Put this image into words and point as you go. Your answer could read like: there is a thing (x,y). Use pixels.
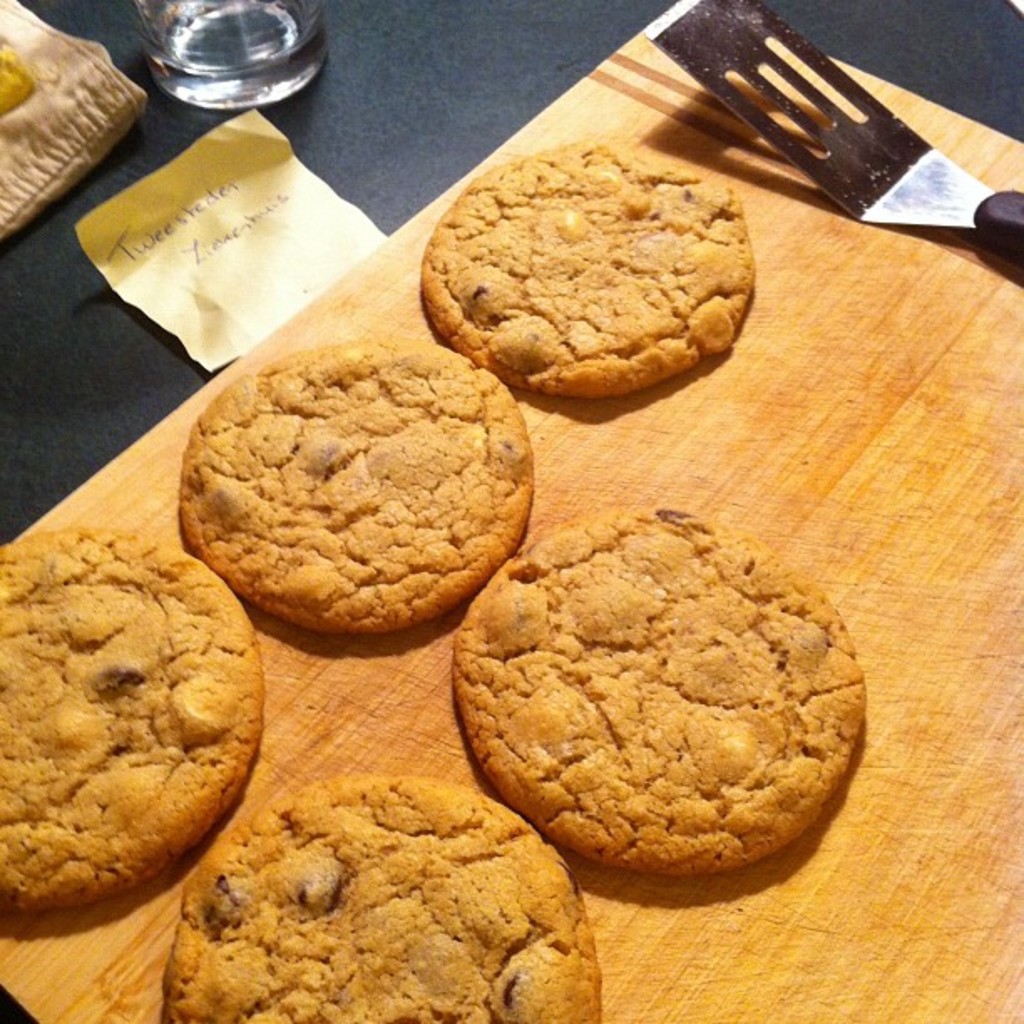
In this image there are cookies (105,547) and a spatula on a chopping board (574,411), in front of the board (52,931) there is some text (221,229) on the stickers (212,229), in front of the sticker (186,212) there is a glass (205,46) and some other objects (130,107) on a table (208,382).
